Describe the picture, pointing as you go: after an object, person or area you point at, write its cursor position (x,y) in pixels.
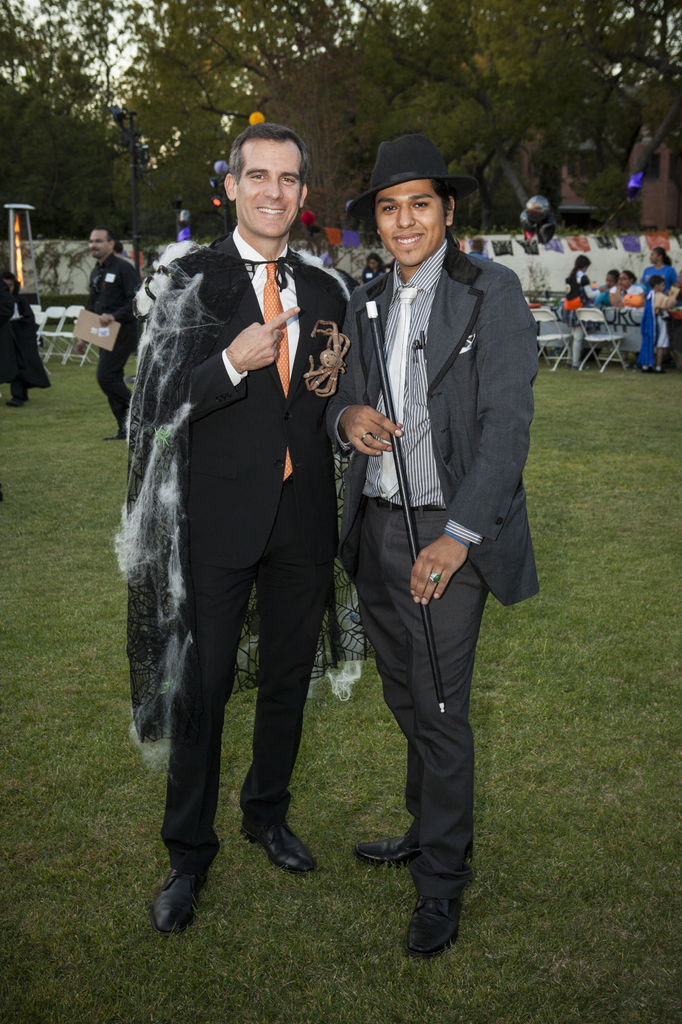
In the center of the image (314,470) we can see two persons (338,385) are standing and they are smiling, which we can see on their faces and they are in different costumes (330,385). And the right side person (389,339) is holding the stick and he is wearing a cap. In the background (380,69), we can see trees (119,216), grass (2,402), banners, chairs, one table (596,323), one stool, few people (647,334) are standing, few people (39,359) are holding some objects (626,303) and a few other objects (11,269).
